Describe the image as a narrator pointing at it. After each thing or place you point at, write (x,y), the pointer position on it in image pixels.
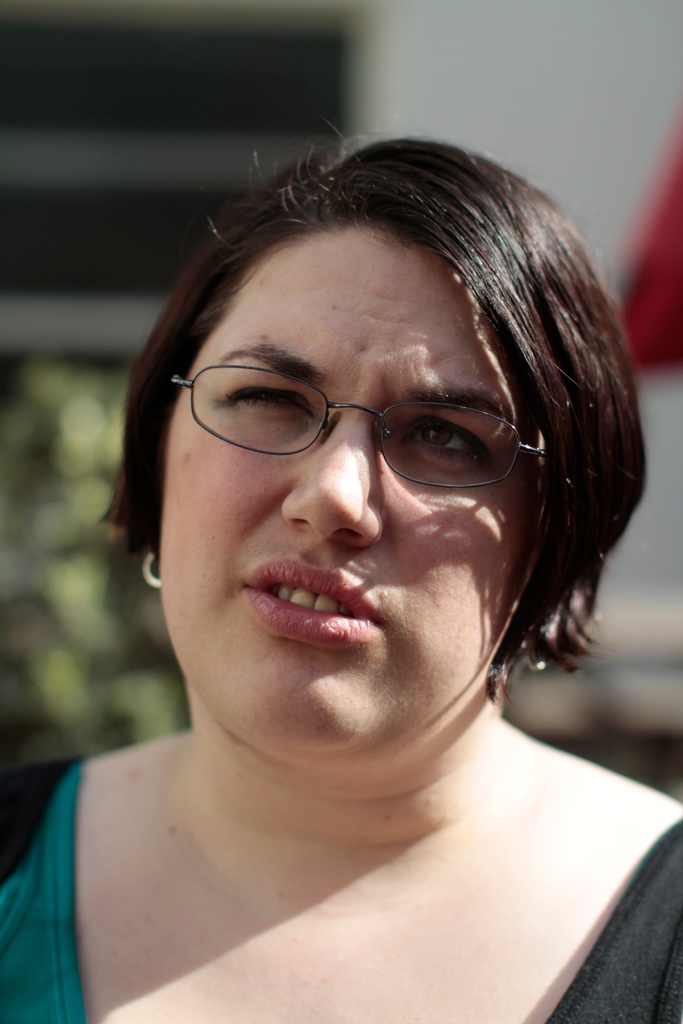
In this image we can see a lady person (507,634) wearing black and green color dress (55,804) also wearing spectacles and in the background (107,208) image is blur.
